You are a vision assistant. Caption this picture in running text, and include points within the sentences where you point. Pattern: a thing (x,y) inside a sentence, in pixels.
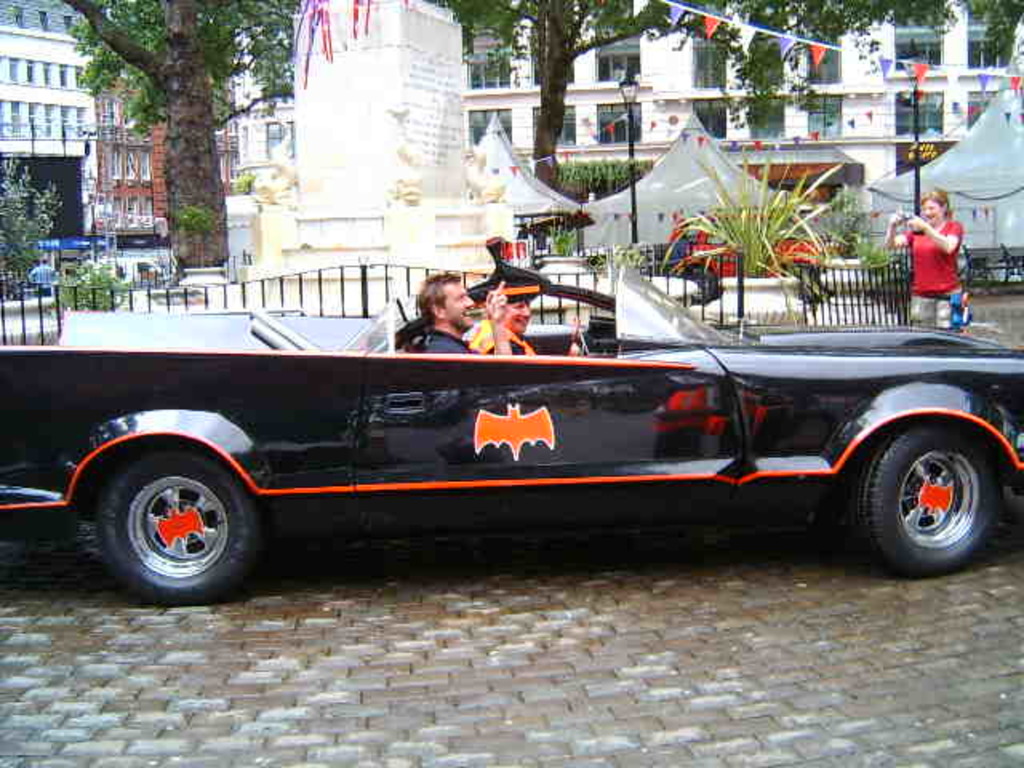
In this picture there are two men (498,340) who are sitting inside the black car (646,363). On the right (931,216) there is a woman (915,222) who is wearing a red t-shirt (914,281), short (936,308) and holding a camera (909,211). She is standing near to the fencing (839,285). Backside of her we can see the plants (783,217) and white tent (998,166). In the background (639,78) we can see buildings (577,147). On the left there is a man (45,271) who is standing near to the van (144,278). At the top right (699,8) we can see the flags (816,53).
